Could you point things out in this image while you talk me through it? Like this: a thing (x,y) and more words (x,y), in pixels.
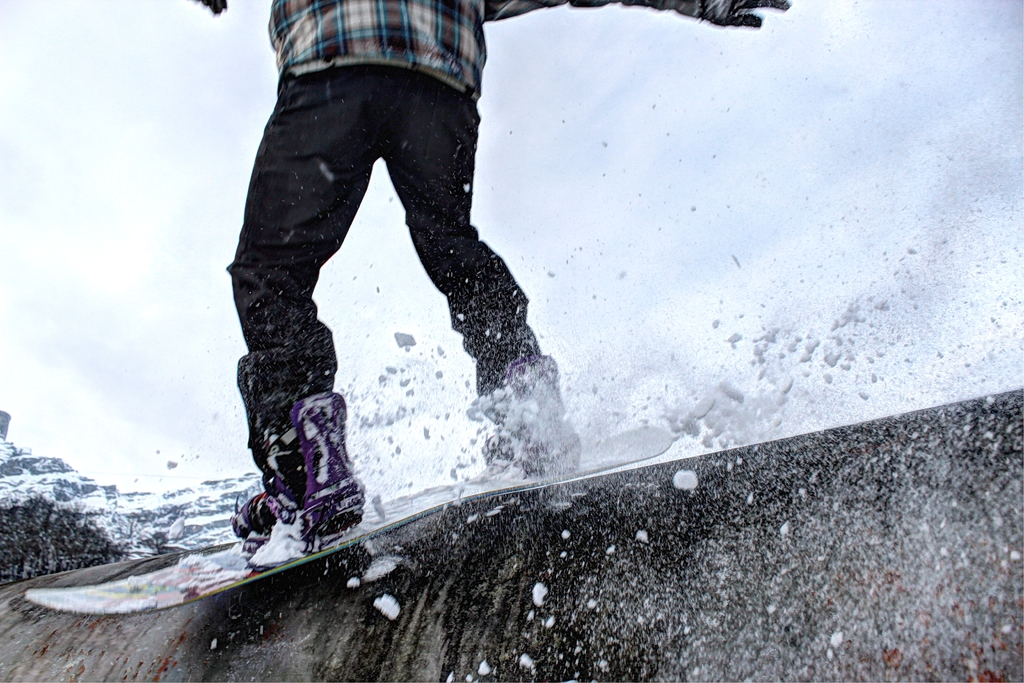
In this image we can see a person (312,76) on the snowboard (265,571) and snow (269,556) and the sky (205,124) in the background (537,122).
